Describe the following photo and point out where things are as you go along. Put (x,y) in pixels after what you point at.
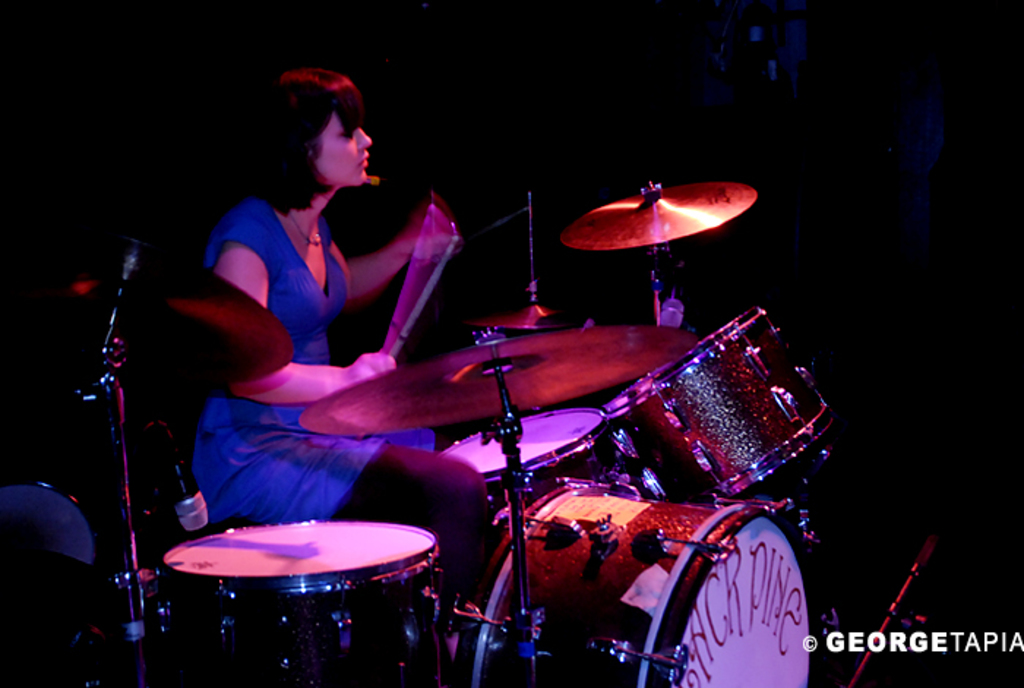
In this picture I can see a woman (271,403) sitting, there are mikes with the mikes stands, there are drums (195,583), there are cymbals (551,396) with the cymbals stands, there is dark background (253,26) and there is a watermark (987,649) on the image.
